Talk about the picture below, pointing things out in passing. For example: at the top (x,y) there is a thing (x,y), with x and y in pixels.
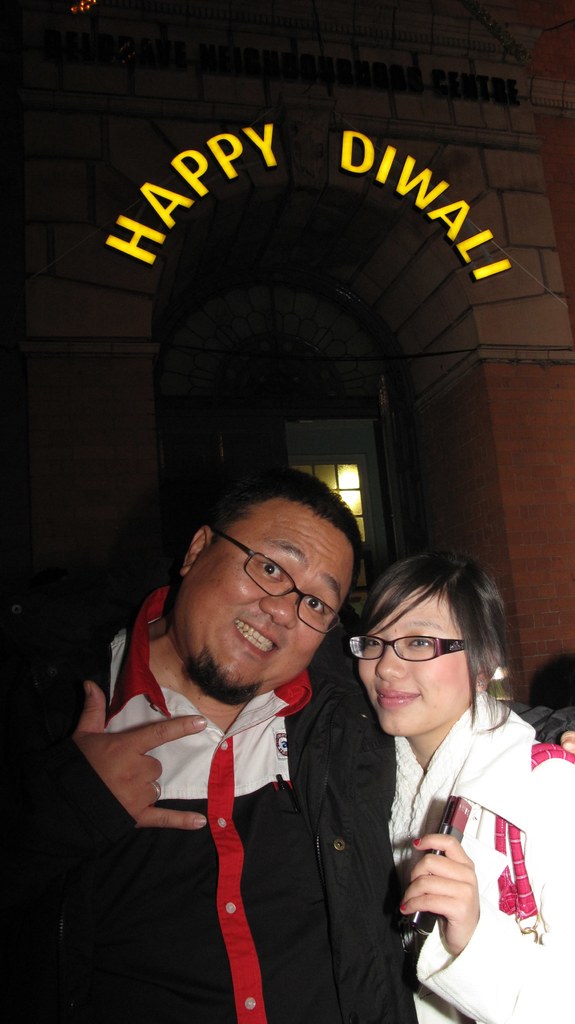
There is one man (199,879) standing and wearing a black color coat (309,815) and a woman (480,843) wearing a white color dress (500,867) and holding an object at the bottom of this image (375,747), and there is a building (356,464) in the background (377,393). We can see a text board (123,244) at the top of this image (403,176).
